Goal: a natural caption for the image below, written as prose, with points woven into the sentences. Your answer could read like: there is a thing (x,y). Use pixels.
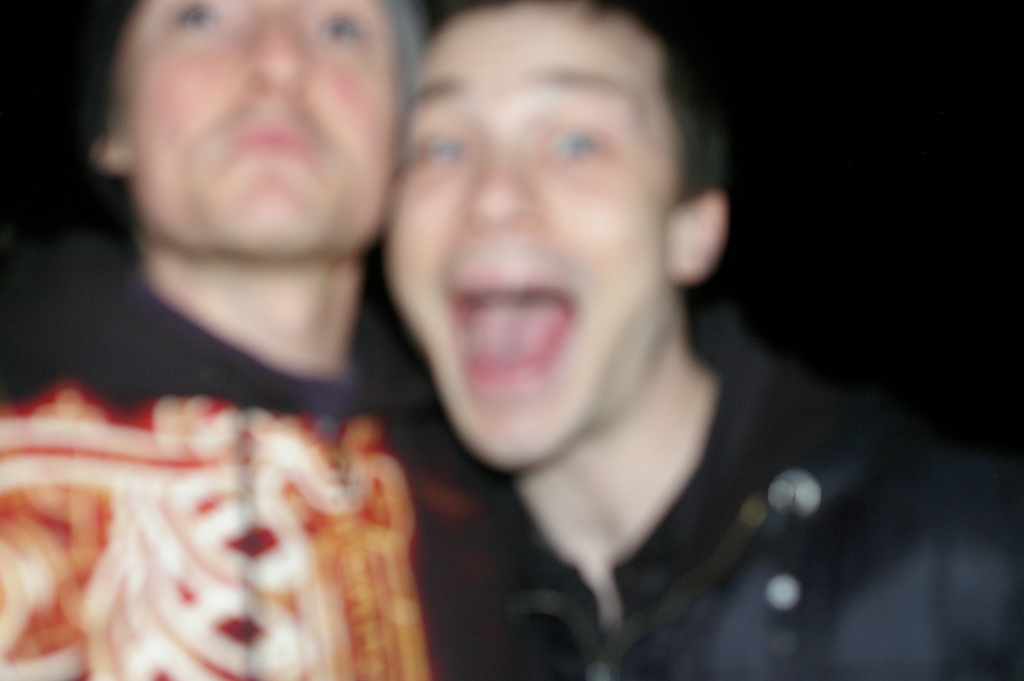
In this picture we can see blur picture, in it we can see two persons (387,230).
